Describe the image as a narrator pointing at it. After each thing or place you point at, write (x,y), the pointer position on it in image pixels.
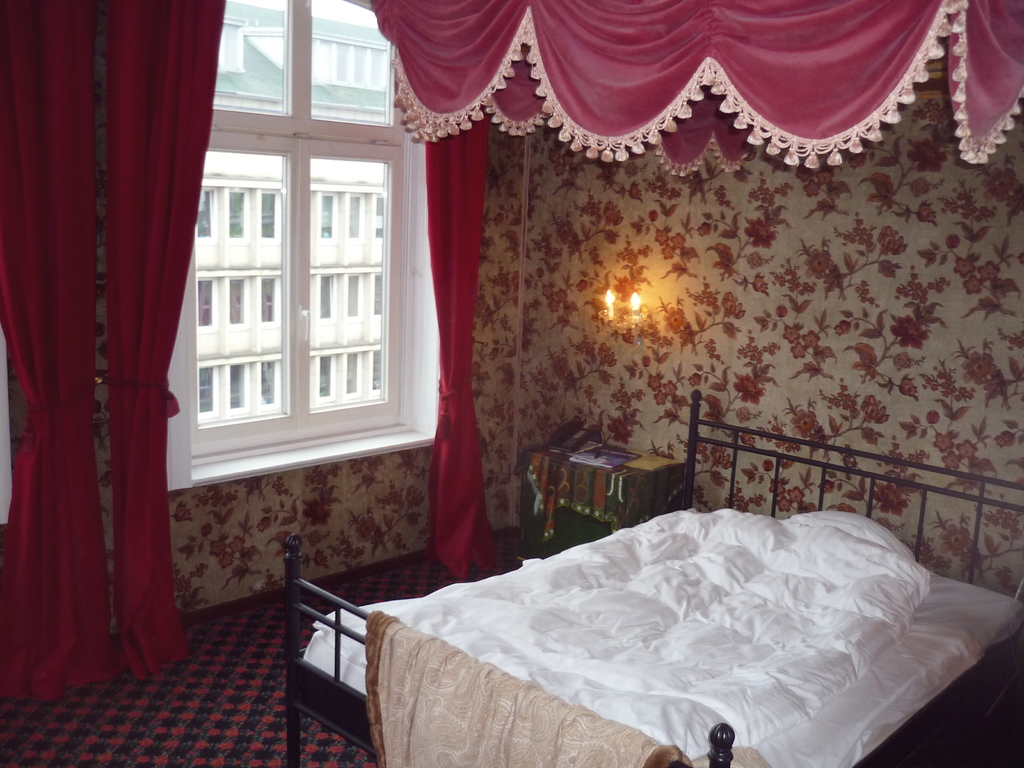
In this image, we can see some curtains (426,115). There is an inside view of a room (784,235). There is a bed (816,538) in the bottom right of the image (834,698). There is a window (337,334) on the left side of the image (245,350). There is a light (611,312) on the wall (582,366).
